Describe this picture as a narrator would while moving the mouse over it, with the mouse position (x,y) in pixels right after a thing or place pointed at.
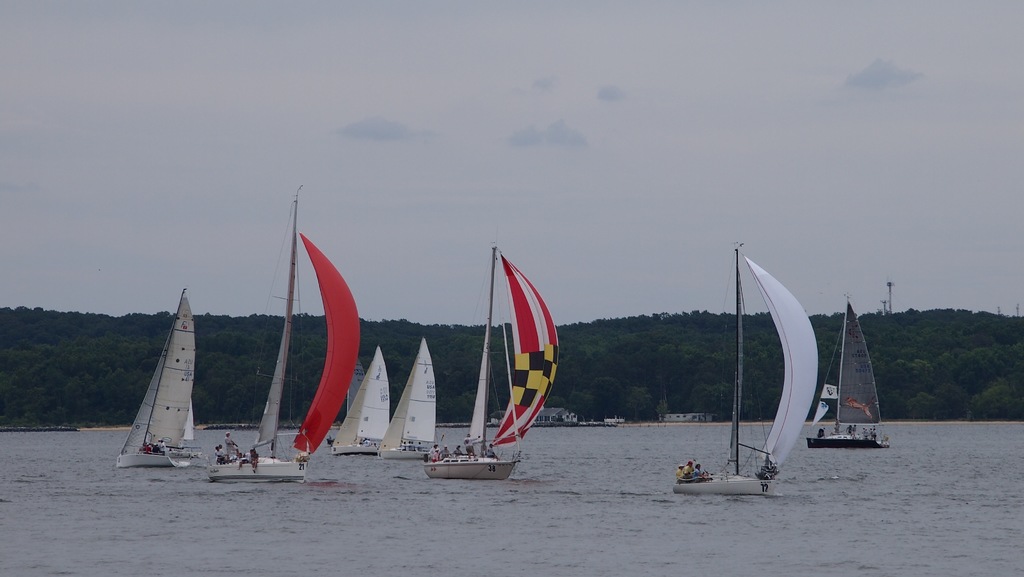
In this image there is a river (493,433) and we can see boats (178,423) on the river (162,484). In the background (474,375) there are hills (84,380) and sky (573,232).
